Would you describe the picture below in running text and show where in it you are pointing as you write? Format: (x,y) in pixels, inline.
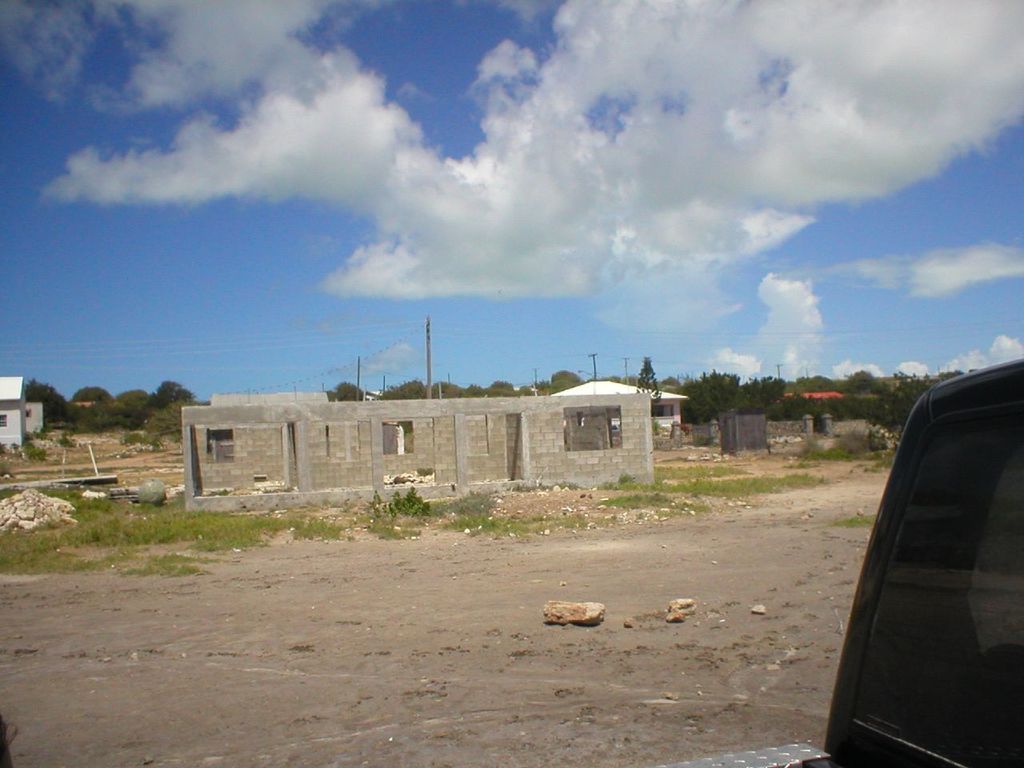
There are some stones (559,611) on the land (352,584) as we can see at the bottom of this image (326,595). There is a constructing building (346,459) is present in the middle of this image (347,441), and there are some trees (152,420) in the background (152,420). There is a cloudy sky (595,257) at the top of this image (508,142). It seems like there is a vehicle (902,608) at the bottom right corner of this image (923,672).
